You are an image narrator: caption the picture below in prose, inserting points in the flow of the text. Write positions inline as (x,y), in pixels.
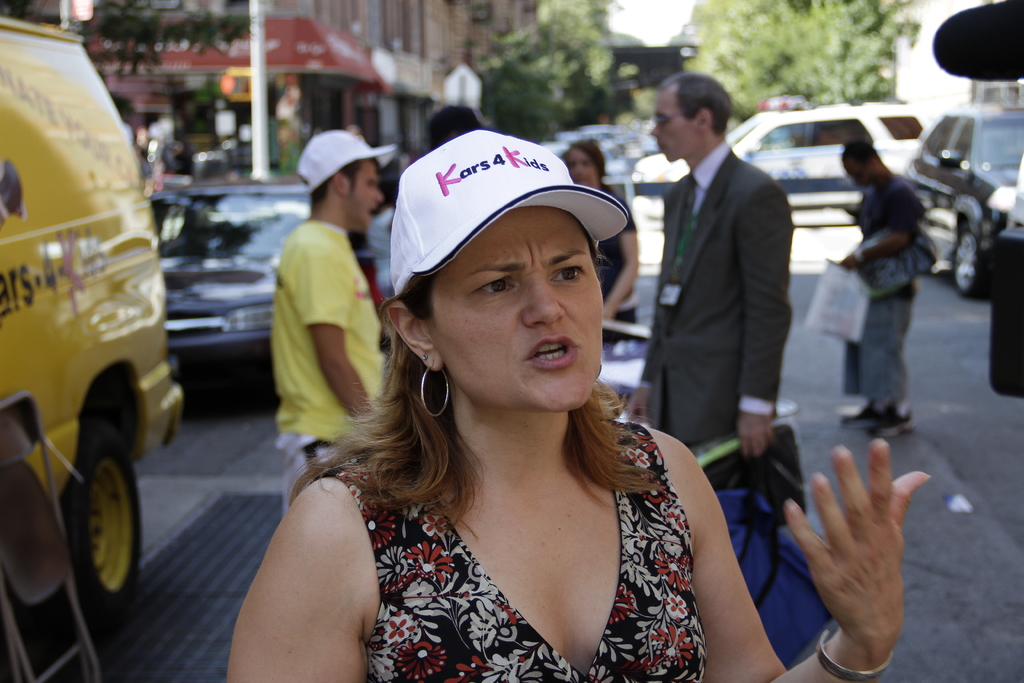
This image is clicked on the road (982,578). There are a few people (377,524) standing on the road (930,391). In the foreground (537,448) there is a woman (537,464) standing. She is wearing a cap (491,174). There is text (503,155) on the cap (477,156). There are cars (215,218) parked on the road (974,591). In the background (778,55) there are trees (520,42), buildings (239,44) and a pole (255,81).
